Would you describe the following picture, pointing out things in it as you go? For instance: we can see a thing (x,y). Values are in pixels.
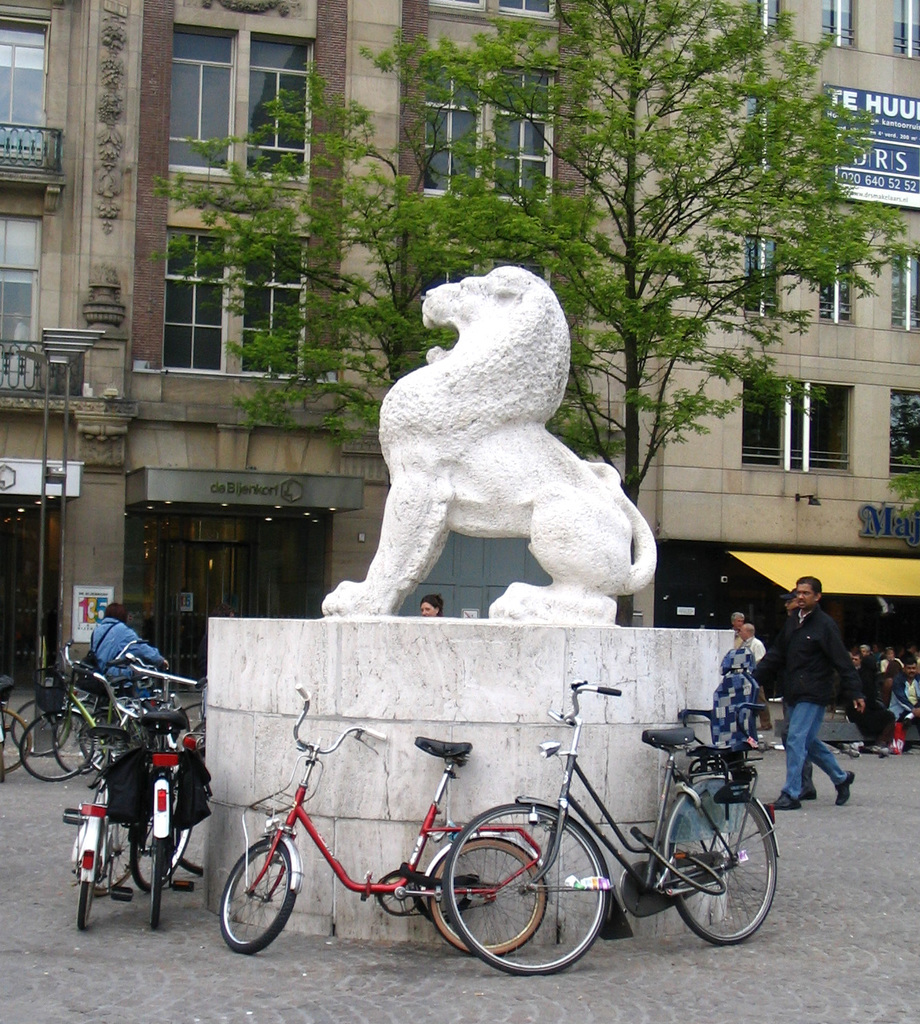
This picture is clicked outside. In the foreground (678,851) we can see the bicycles (753,788) parked on the ground (574,972). In the center (470,371) there is a sculpture (475,426) of a lion (603,576) and there are some persons (780,650) seems to be walking on the ground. On the left (136,635) there is a person (124,673) riding a bicycle (87,690). In the background (395,261) we can see the building (376,135), trees (630,310) and a board (885,124) attached to the building (860,72) on which the text (852,95) is printed.
